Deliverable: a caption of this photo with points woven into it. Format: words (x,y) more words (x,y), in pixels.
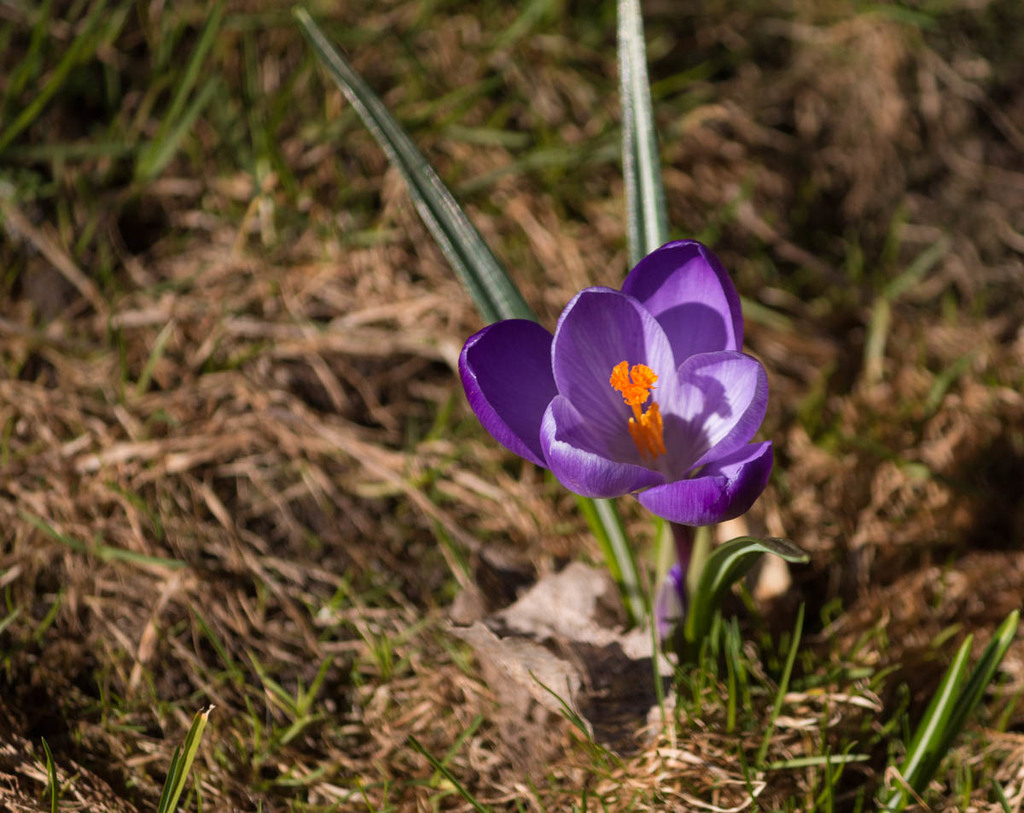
In this picture there is a flower (694,399) which is in violet and orange color on the ground (109,231). We can observe some grass (101,639) and plants (179,139) on the ground (259,139).
